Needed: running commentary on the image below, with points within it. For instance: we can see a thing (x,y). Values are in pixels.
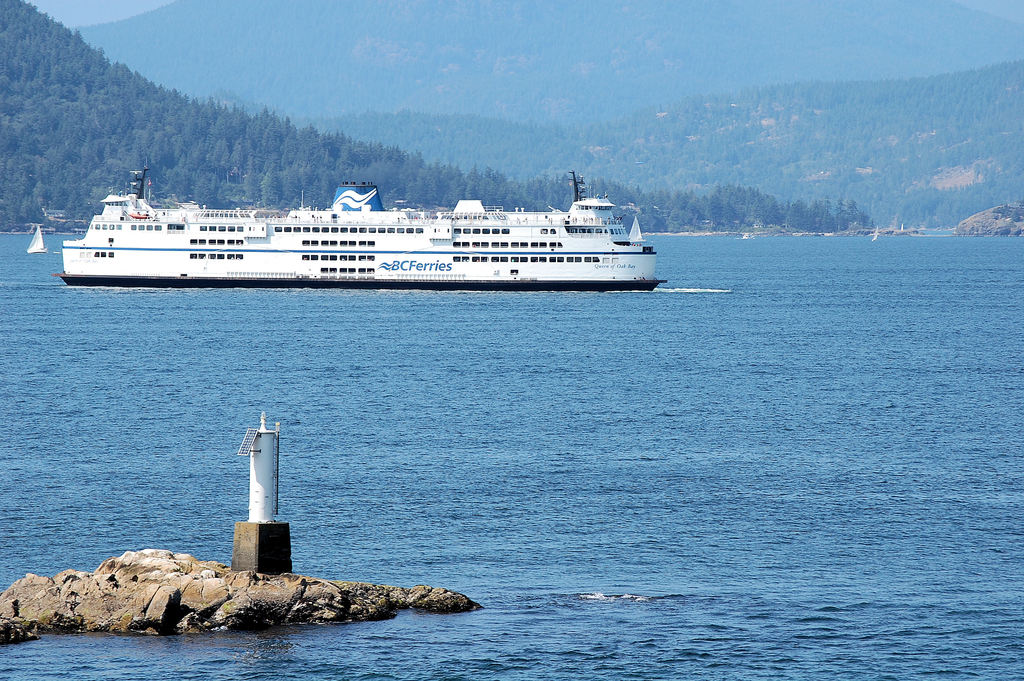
In the image we can see the ship (418,277) in the water (423,305). Here we can see the lighthouse (238,558), stones (199,570) and trees (201,121).
